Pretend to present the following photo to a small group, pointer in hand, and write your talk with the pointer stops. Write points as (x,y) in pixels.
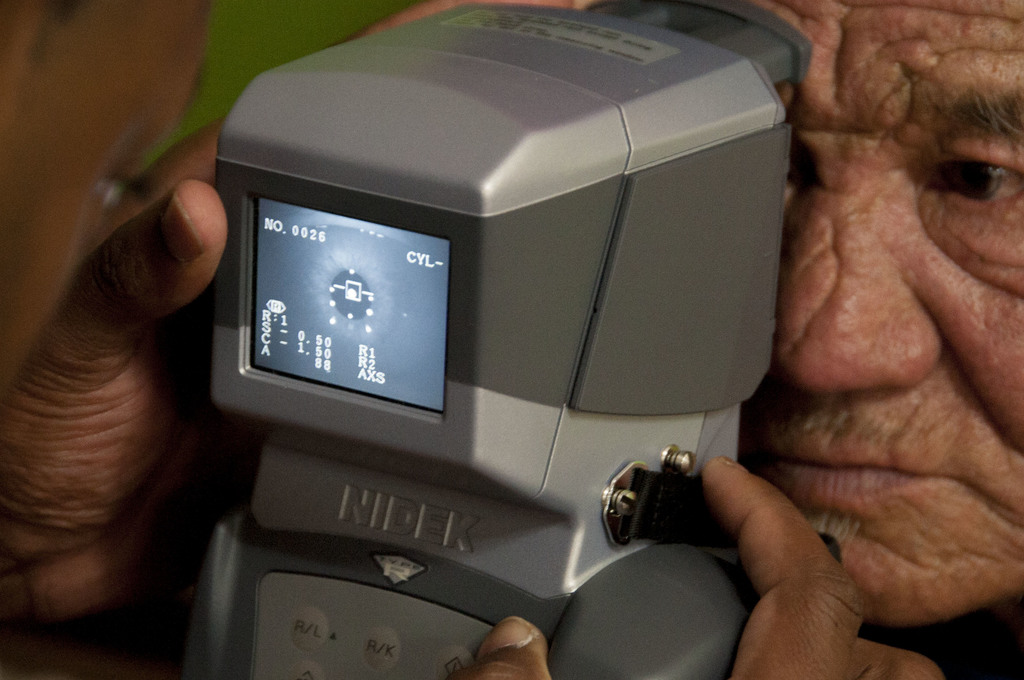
This image is taken indoors. On the left side of the image (103,206) there is a man (121,142) and he is holding an eye retina scanner (279,412) in his hands (785,622). On the right side of the image (901,235) there is a person (955,555).
